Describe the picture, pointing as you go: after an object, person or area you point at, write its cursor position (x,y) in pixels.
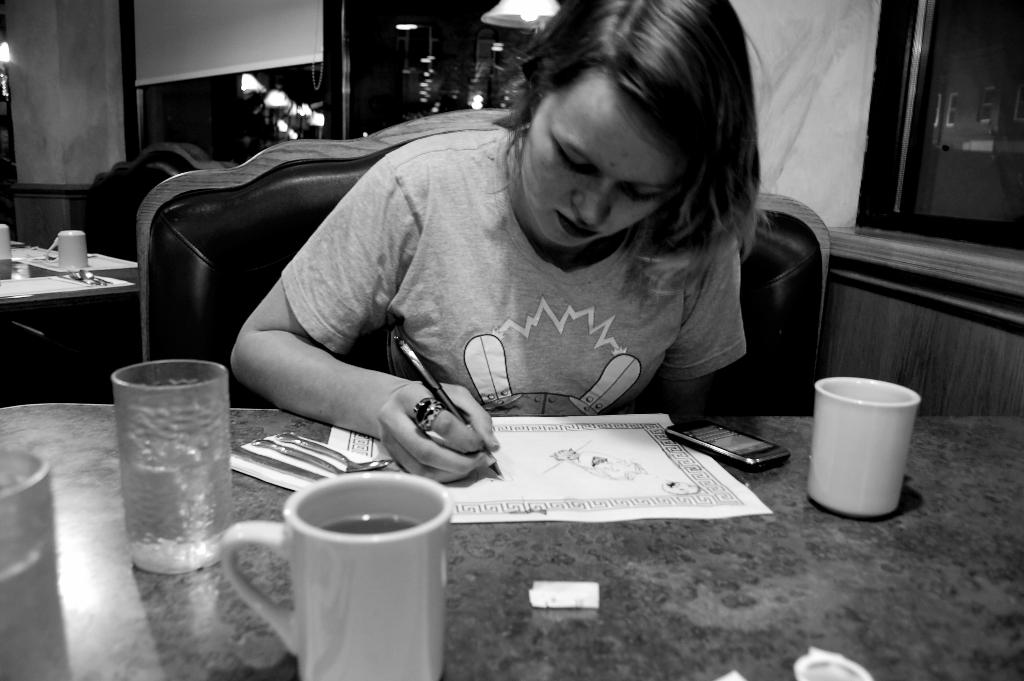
in this picture we can find a woman (519,272) sitting in the chair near the table (726,536) and writing something on a paper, on the table (801,530) we can find mobile phone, glass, cups (397,482), and few things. In the background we can also find a table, a chair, a cup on the table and windows (178,121), lights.
